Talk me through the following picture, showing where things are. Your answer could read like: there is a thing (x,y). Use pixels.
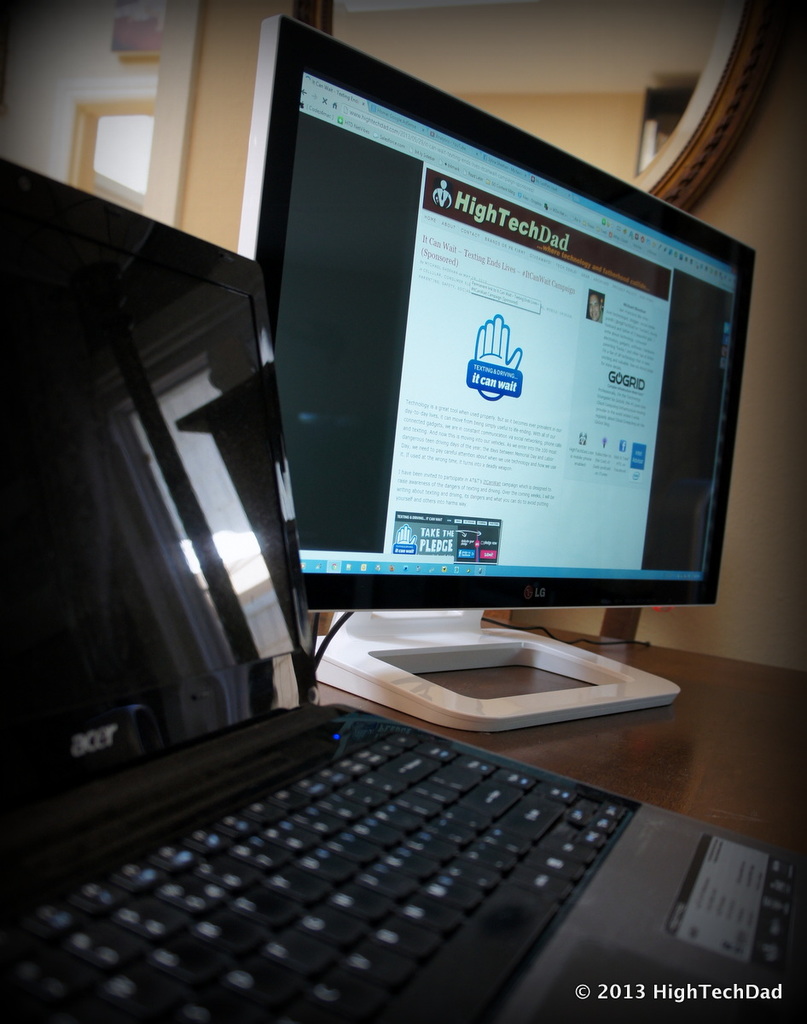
In this picture we can see a laptop (362,799) and a monitor (593,660) on the table (605,732), and we can see a watermark (663,993) at the right bottom of the image (655,986).
